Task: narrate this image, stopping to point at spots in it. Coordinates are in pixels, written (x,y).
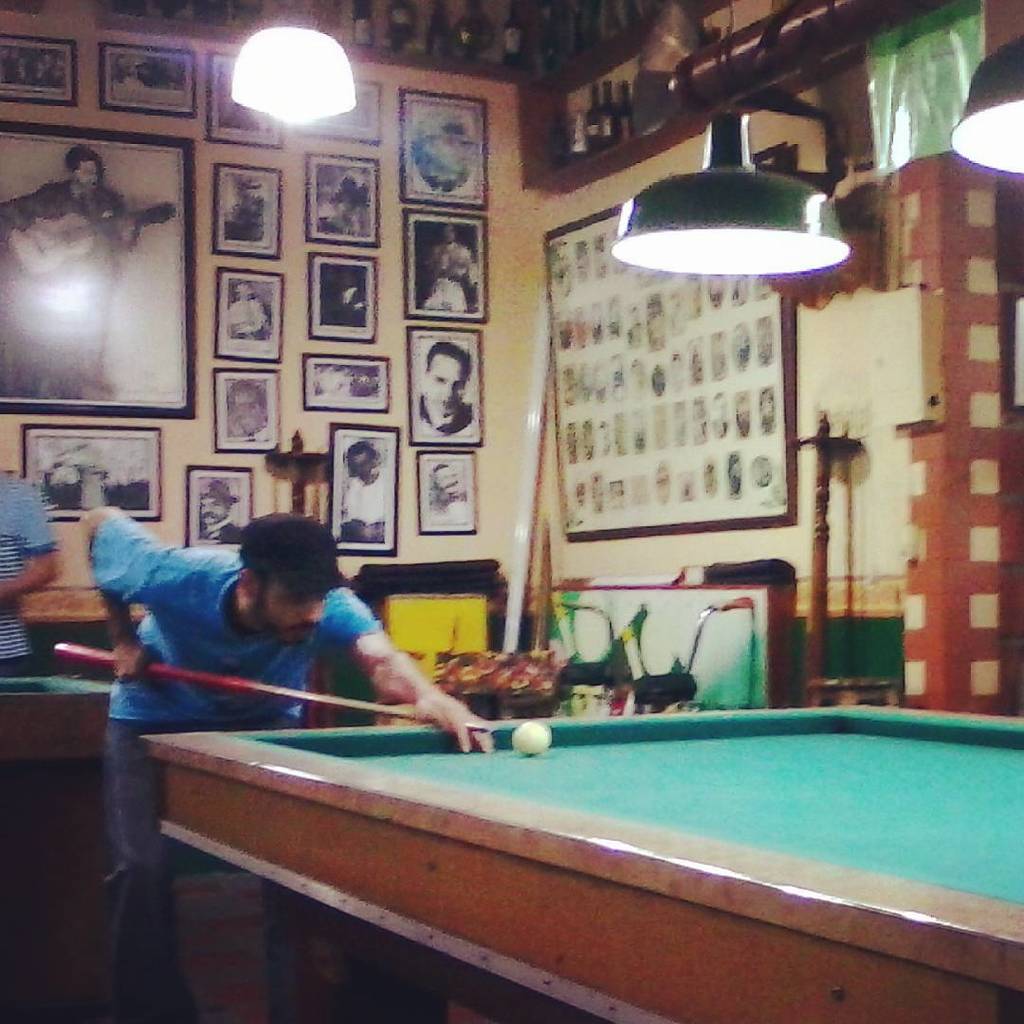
a person (291,628) is playing a game. he is holding a stick (279,688) in his hand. behind him there are many photo frames (159,323) on the wall (291,285).
